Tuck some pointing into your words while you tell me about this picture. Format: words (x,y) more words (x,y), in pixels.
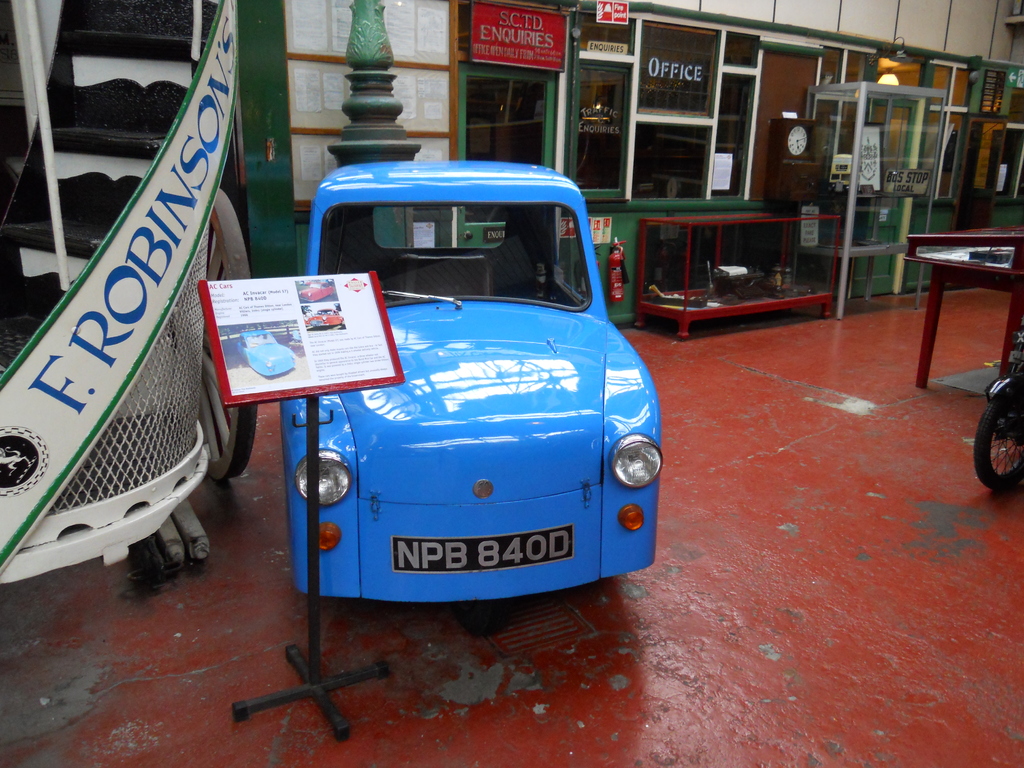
In this picture I see a car (449,456) and a board (301,362) to the stand (311,493) and a glass box (856,206) and couple of tables (933,276) on the left side of the picture (305,24) i see stairs (69,112) and few boards (541,44) with text (524,50) and i see a back wheel (1010,482) of a vehicle (1010,375) on the right side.
